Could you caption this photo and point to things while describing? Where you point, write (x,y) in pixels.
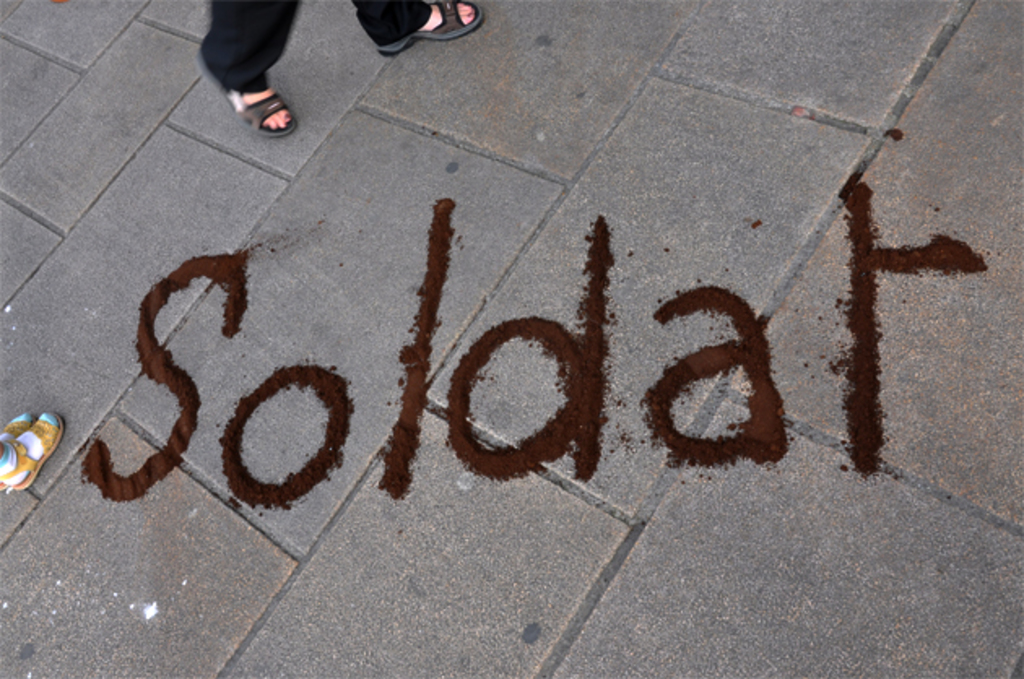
In this picture I can see the person's leg (390,40) who is wearing trouser (295,1) and sandals (243,115). On the left (3,477) I can see the girl's leg (22,420) who is wearing socks (19,483) and sandals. In the center (576,410) I can see something is written with clay (401,481) or chocolate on the floor (382,476).
